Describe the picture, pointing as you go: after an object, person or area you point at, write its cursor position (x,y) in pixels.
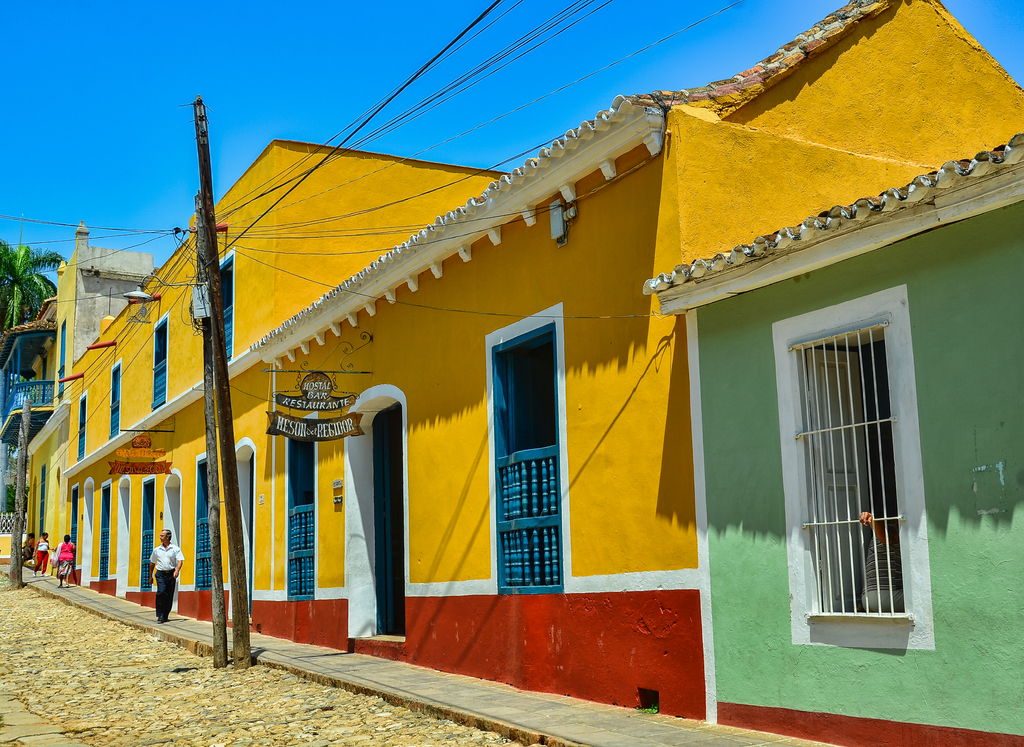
In this picture I can see few persons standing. There are buildings (384,217), poles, cables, boards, tree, and in the background (377,137) there is the sky (46,105).
